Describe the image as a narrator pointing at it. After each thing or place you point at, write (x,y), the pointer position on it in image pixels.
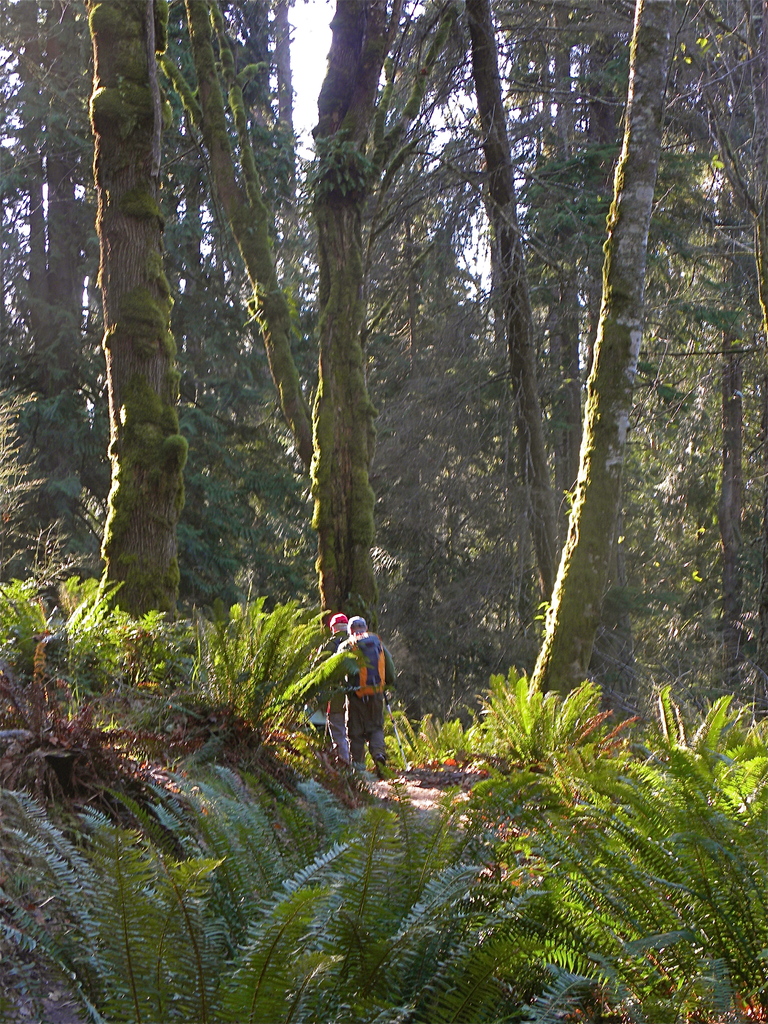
In this image I can see two persons (377,749) walking. In the background (448,438) I can see few trees (308,224) in green color and the sky (319,51) is in white color.
